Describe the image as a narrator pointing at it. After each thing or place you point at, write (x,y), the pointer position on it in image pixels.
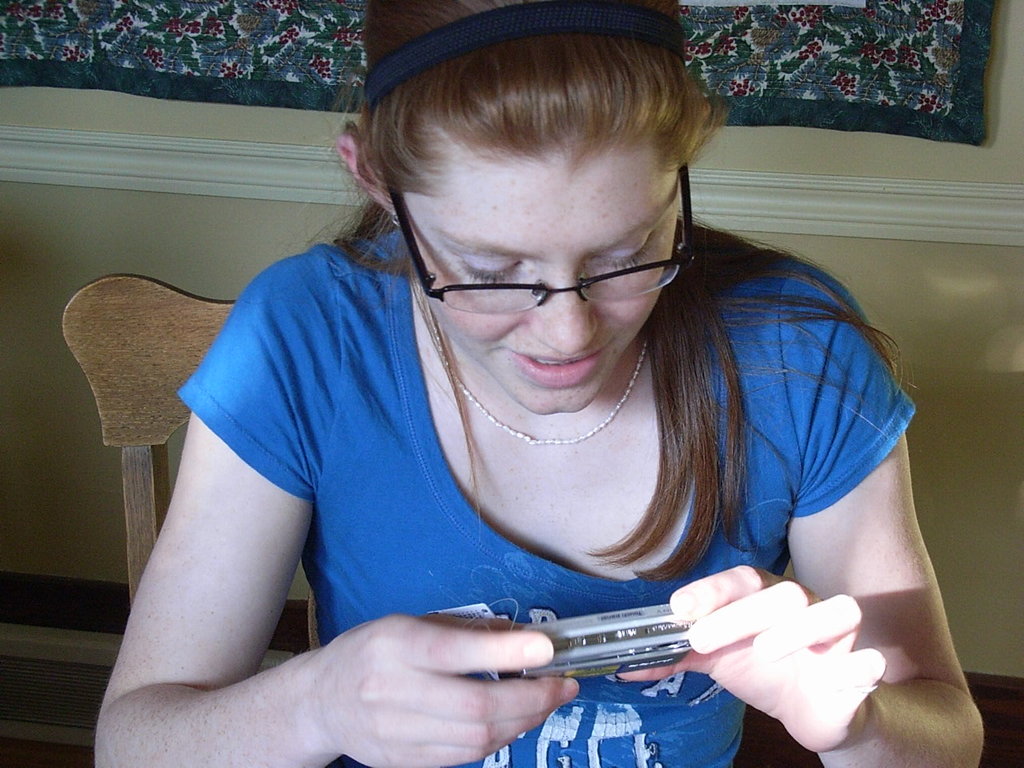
In this image I can see a woman (483,450) wearing blue colored dress (405,540) is sitting on a chair (158,388) and holding an object (599,635) in her hand (461,648). I can see the white and cream colored wall (180,218) and the green colored cloth (192,41) in the background (212,49).
